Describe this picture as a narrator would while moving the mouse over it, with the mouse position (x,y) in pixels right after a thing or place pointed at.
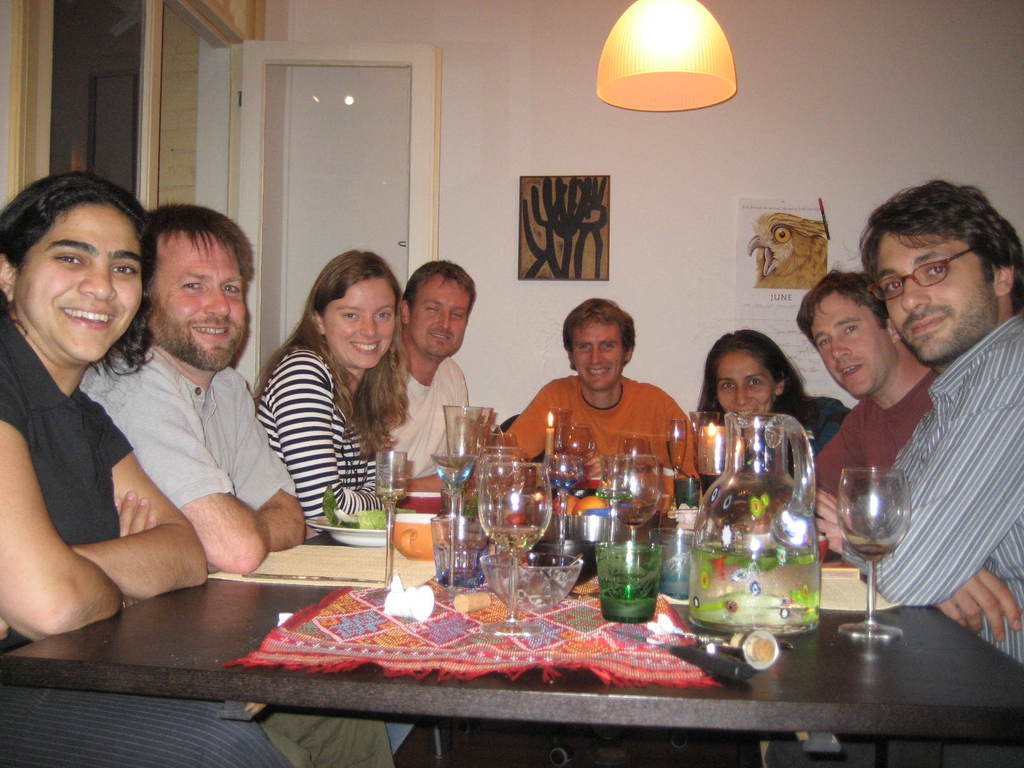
There are few people (350,365) sitting and smiling. This is the table (722,697) with glasses (524,518), candle (551,449), plate (384,536), bowl (564,576), jars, and clothes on it. This is the glass door (331,153) which is opened. This is the frame (599,245) and poster (739,257) attached to the wall (720,161). This is the lamp (709,82).
